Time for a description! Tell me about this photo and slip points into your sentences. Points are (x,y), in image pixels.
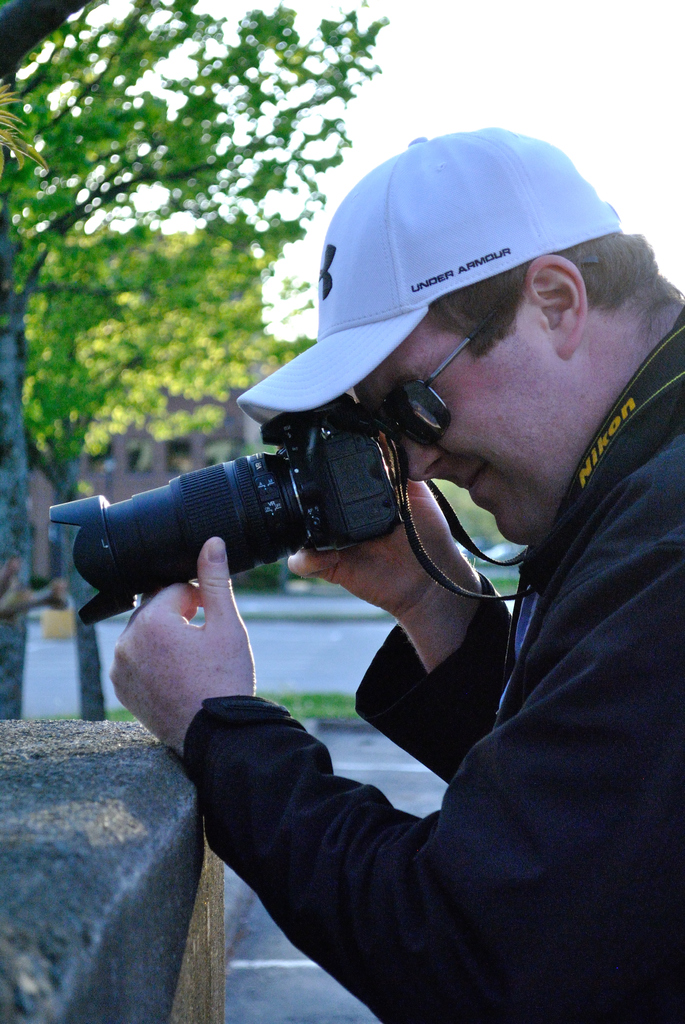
In this image I see a man (393,374) who is wearing a cap (314,367) and shades (423,417) and he is holding a camera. In the background (50,416) I can see the trees (53,5), path (355,630) and the sky (374,98).
